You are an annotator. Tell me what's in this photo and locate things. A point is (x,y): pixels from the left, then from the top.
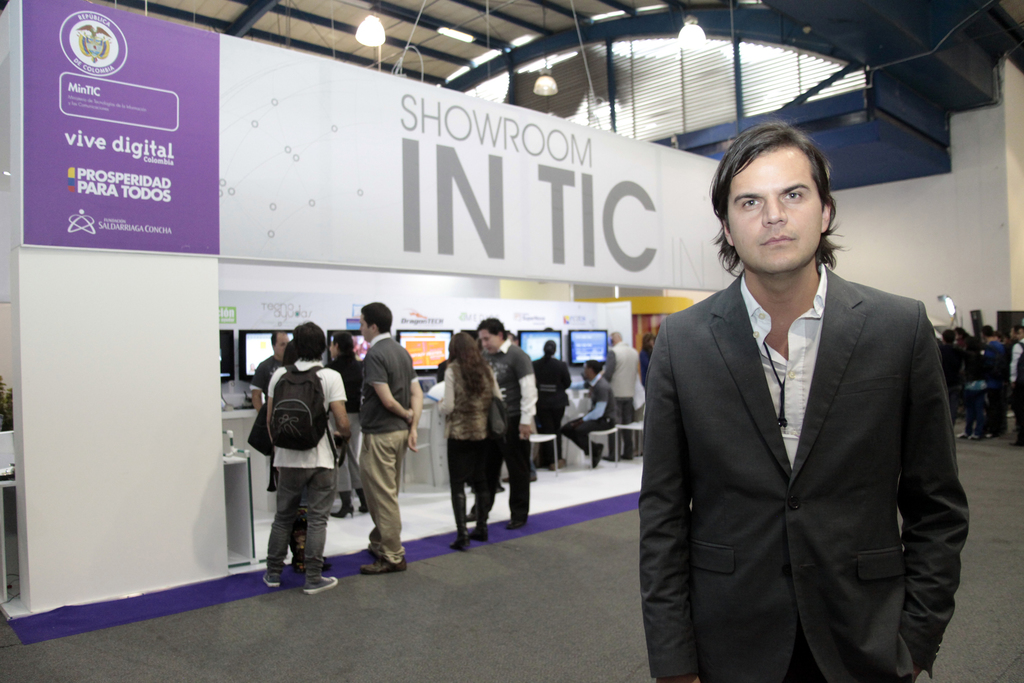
In the foreground of the picture (747,378) there is a person (842,452) standing. On the left (171,303) there is a store (507,187), in the store (402,342) there are monitors (246,334), chairs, people (497,393) and other objects (425,317). On the right (975,363) there are people (988,373). At the top (481,62) there are lights (520,41) to the ceiling (238,30).
